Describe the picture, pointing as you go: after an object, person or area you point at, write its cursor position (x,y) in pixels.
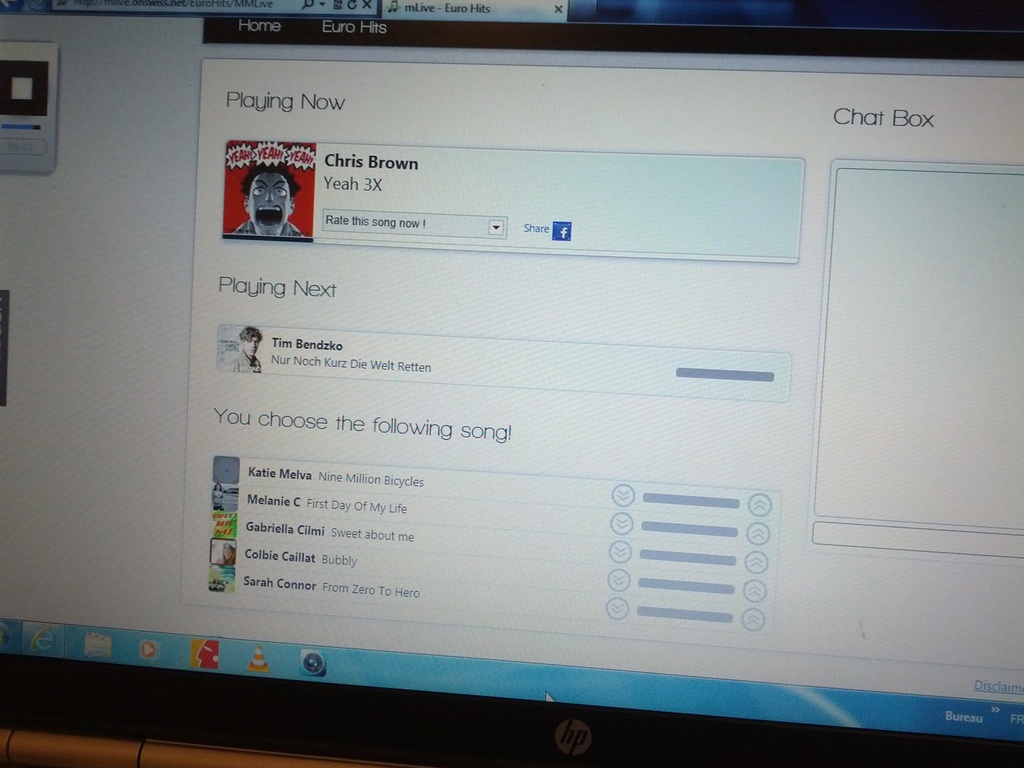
The picture consists of a monitor screen (118,340). In the screen (367,620) we can see text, dialogue boxes (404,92), animated pictures (252,235) and different icons (215,660).
